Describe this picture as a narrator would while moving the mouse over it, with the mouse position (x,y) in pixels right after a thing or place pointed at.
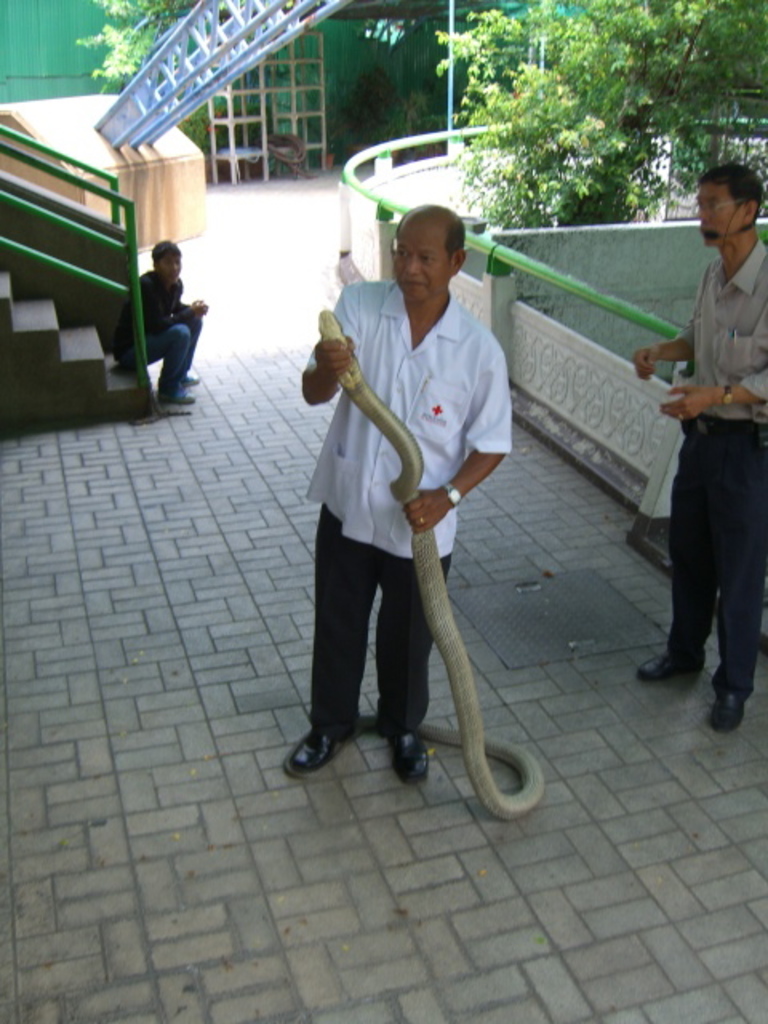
In this picture outside of the house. There are three persons (718,680). Two (442,555) are standing. In the center (402,535) we have a person (317,619). He is holding a snake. He is wearing a watch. We can see in background (120,222) staircases (127,215). ladder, tree (599,152) and curtain (92,59).
